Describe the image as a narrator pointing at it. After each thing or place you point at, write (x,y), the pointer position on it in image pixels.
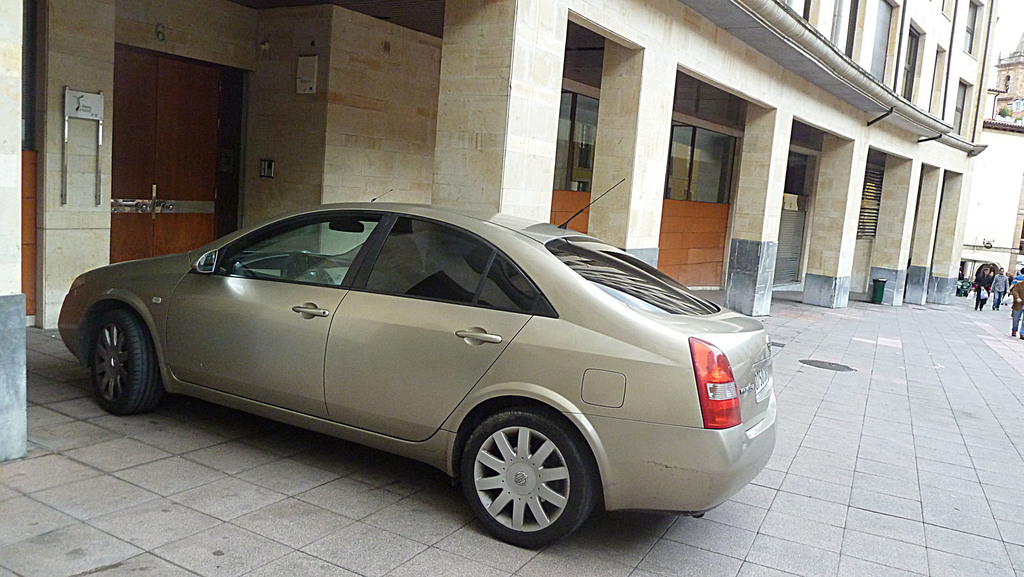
In this image there is a car (537,467) on the floor (875,494). Right side (1021,339) few people (976,281) are walking. Background (929,181) there are few buildings (941,130). Left side (79,111) there is a board (91,106) attached to the wall (105,87) having a door (151,137) and few windows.
